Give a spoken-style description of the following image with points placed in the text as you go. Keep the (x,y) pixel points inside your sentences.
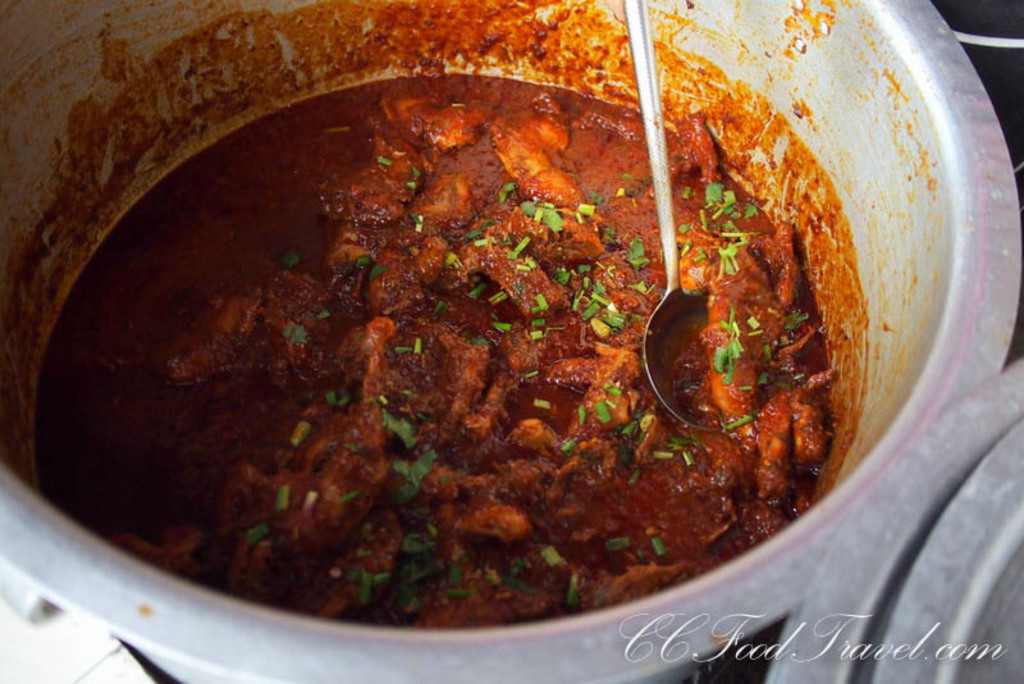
There is a meat curry (560,265) and an object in the vessel (665,596). In the bottom right (882,641), there is a watermark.
